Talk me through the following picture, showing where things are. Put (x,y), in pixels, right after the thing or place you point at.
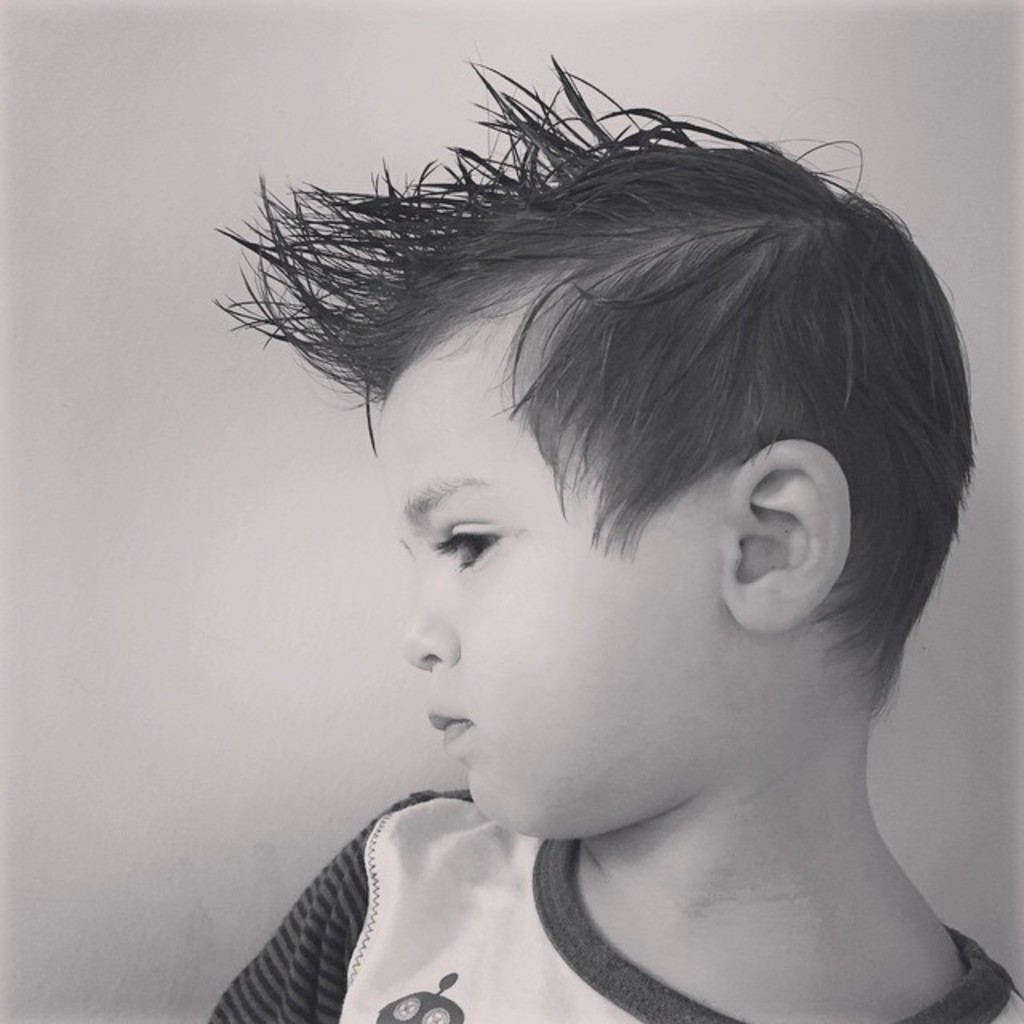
This is a black and white image. In this image we can see a boy (596,681). In the background (970,709) there is a wall (353,91).
